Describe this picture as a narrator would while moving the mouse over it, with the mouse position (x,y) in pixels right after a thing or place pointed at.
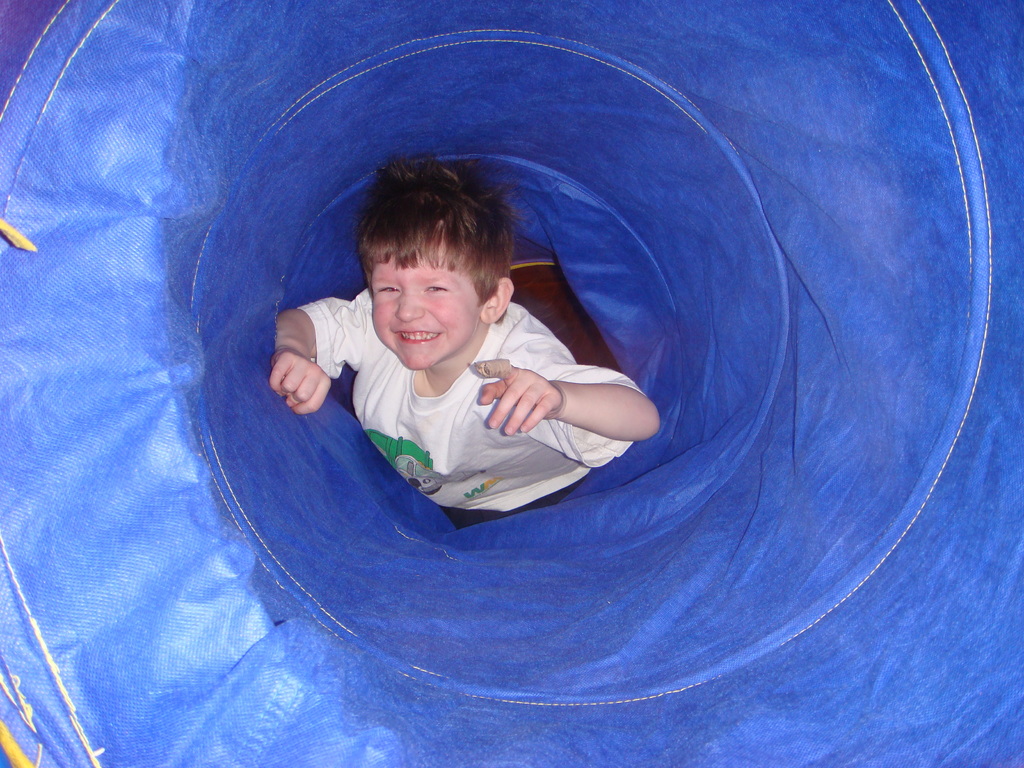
In this image I can see a boy (499,338) wearing a white color t-shirt (461,378) and he is visible on blue color container (524,234).
